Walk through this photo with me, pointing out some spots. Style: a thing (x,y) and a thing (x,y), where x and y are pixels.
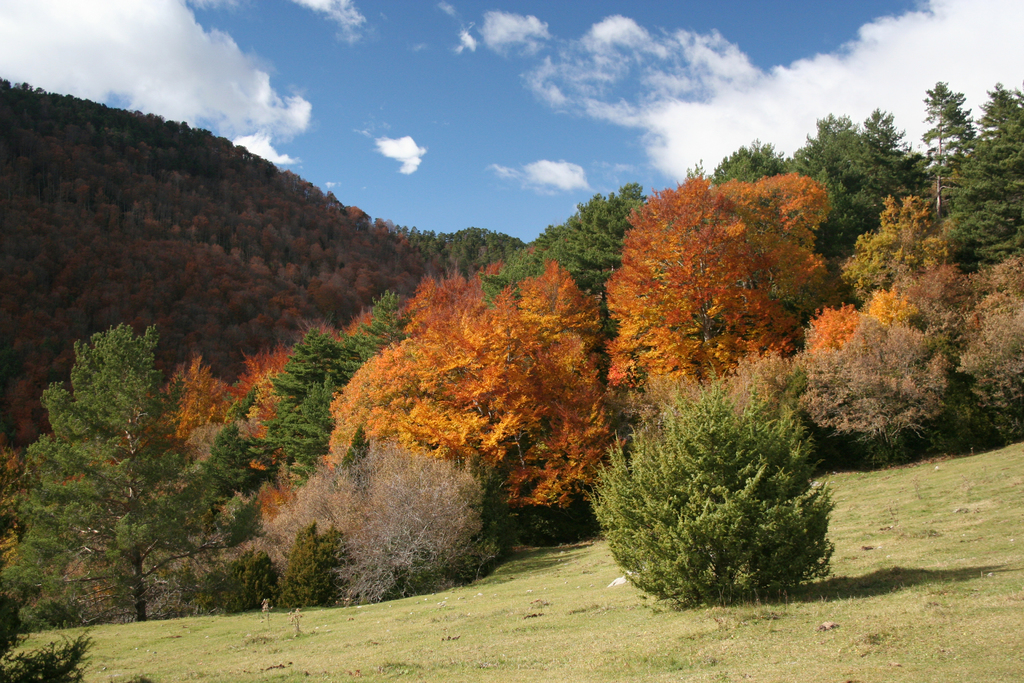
In this picture we can see many trees (690,212). On the bottom (655,677) we can see grass (728,677). Here it's a plant (759,537). On the left (106,147) we can see a mountain (68,209). On the top (415,108) we can see sky (378,108) and clouds (566,103).
